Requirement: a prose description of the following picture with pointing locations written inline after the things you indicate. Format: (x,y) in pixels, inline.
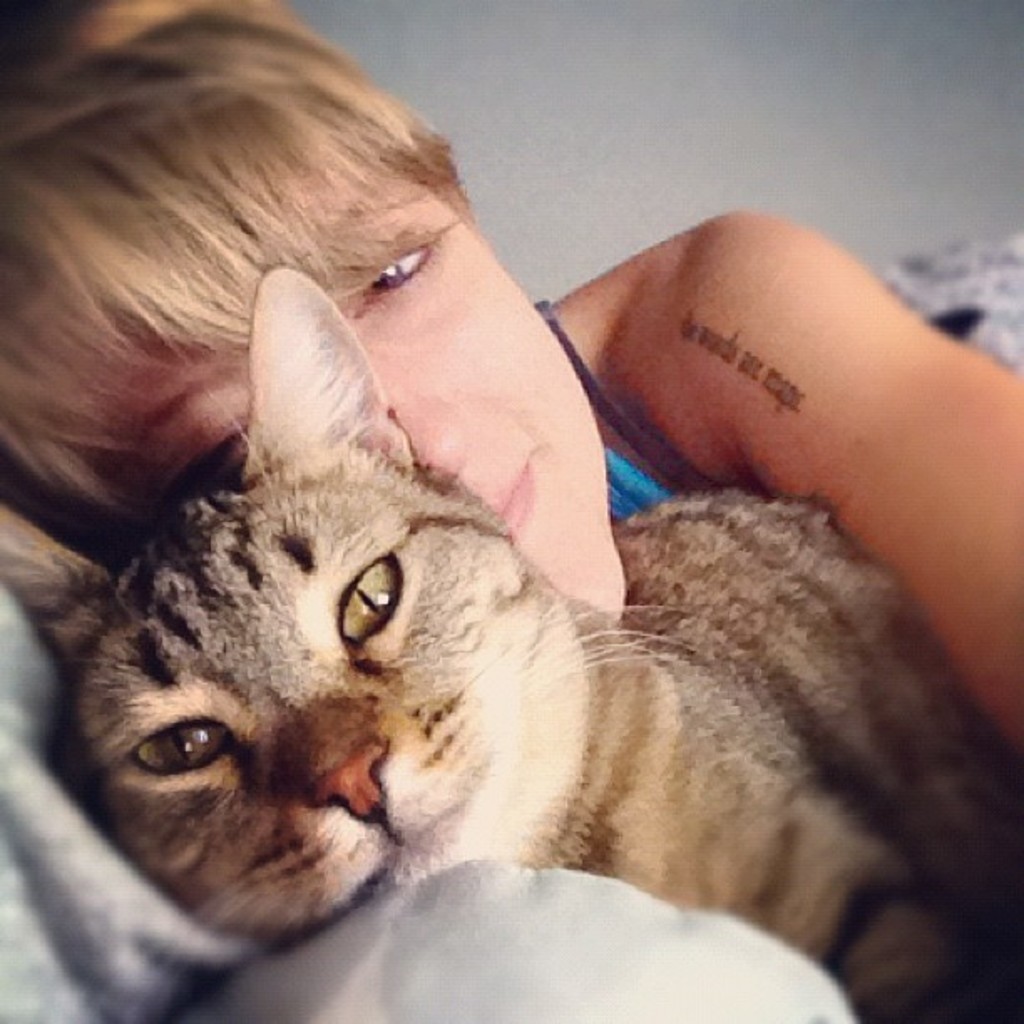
In this image I can see a person (491,402) wearing blue colored dress (657,450) and a cat (419,660) which is cream, ash and black in color are laying on the grey colored surface (447,919). In the background (594,256) I can see the grey colored surface (624,83).
